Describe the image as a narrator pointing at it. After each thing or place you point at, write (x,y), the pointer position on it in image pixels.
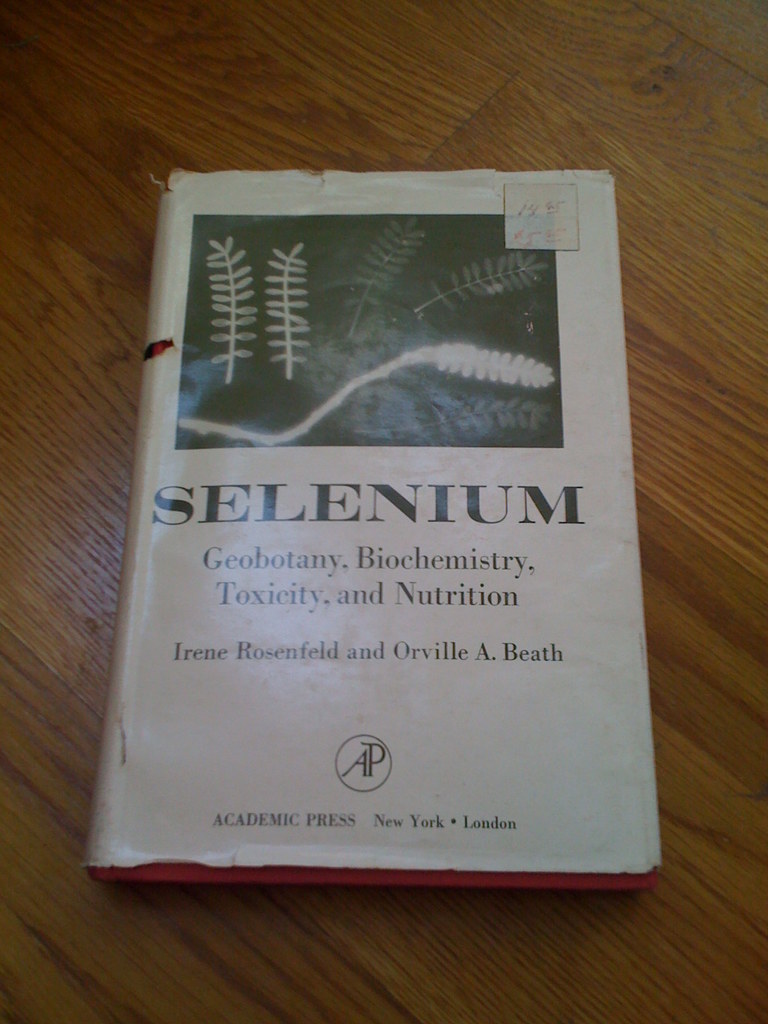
In the image there is a book (499,401) on a wooden table (53,142).
